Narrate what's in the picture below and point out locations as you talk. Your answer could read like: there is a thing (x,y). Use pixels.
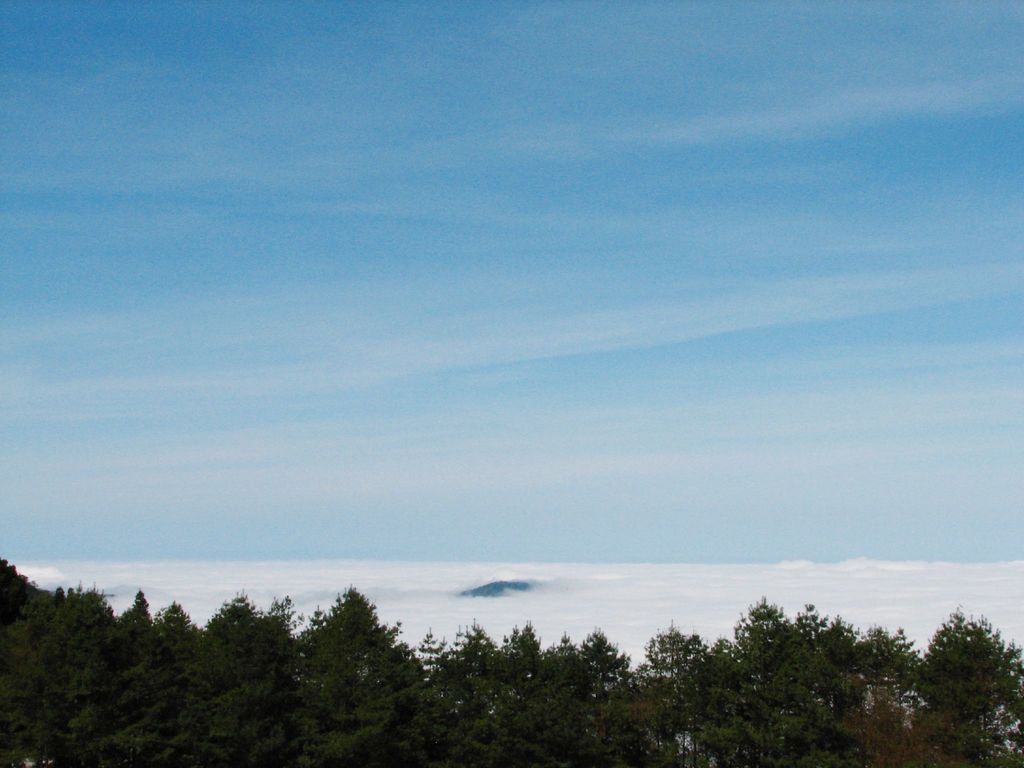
In this picture I can see number of trees (240,678) in front (134,664) and in the background (507,516) I can see the sky (519,346).
